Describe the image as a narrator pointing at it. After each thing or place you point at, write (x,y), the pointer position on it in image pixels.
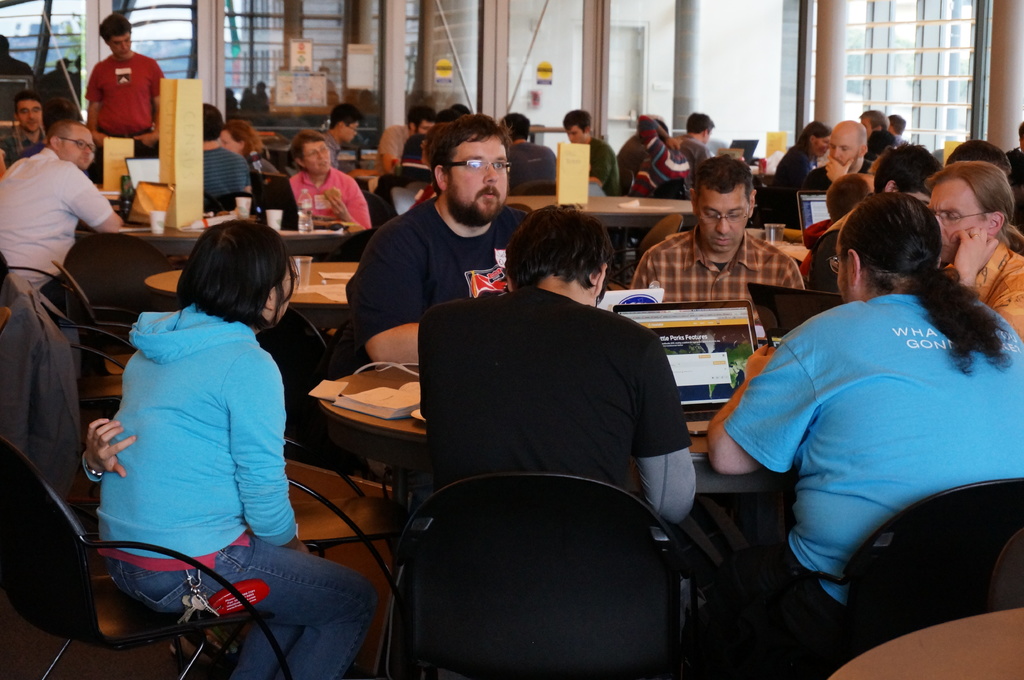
Here we can see some persons (802,629) are sitting on the chairs (290,359). This is table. On the table (715,477) there is a laptop (679,315), and a book (413,398). There is a door (611,115) and this is pillar (825,101).
